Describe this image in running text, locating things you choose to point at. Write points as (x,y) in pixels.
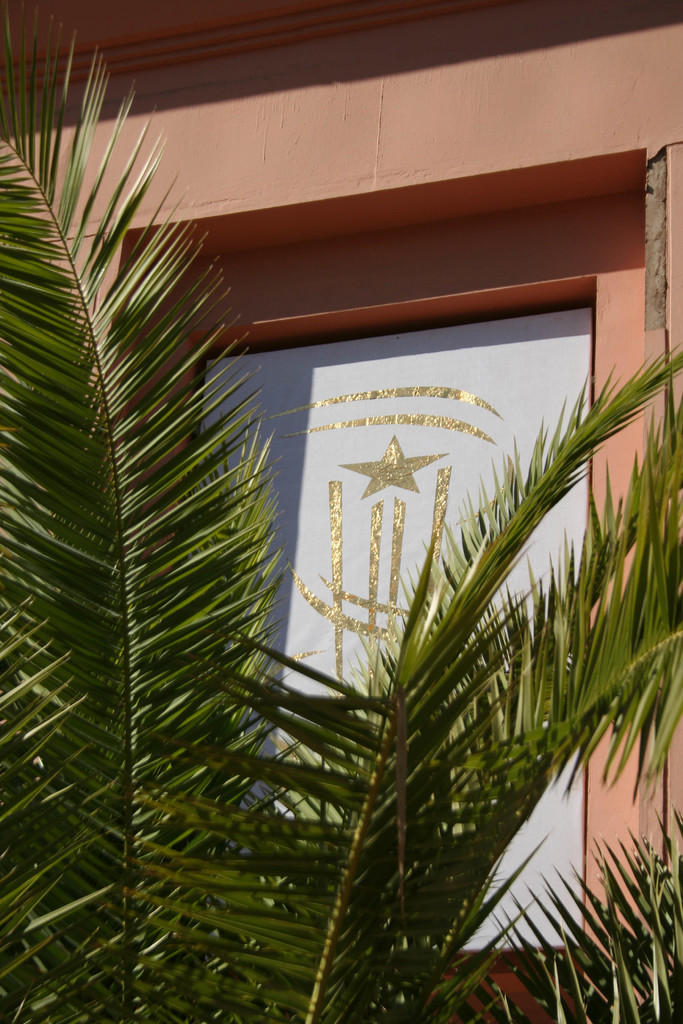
In this image I can see there are green leaves (242,794) of the tree (238,794), in the middle (318,584) it is the white color board (464,515) with a gold color star (413,485). At the top (399,158) it is the wall (427,156) in pink color.
